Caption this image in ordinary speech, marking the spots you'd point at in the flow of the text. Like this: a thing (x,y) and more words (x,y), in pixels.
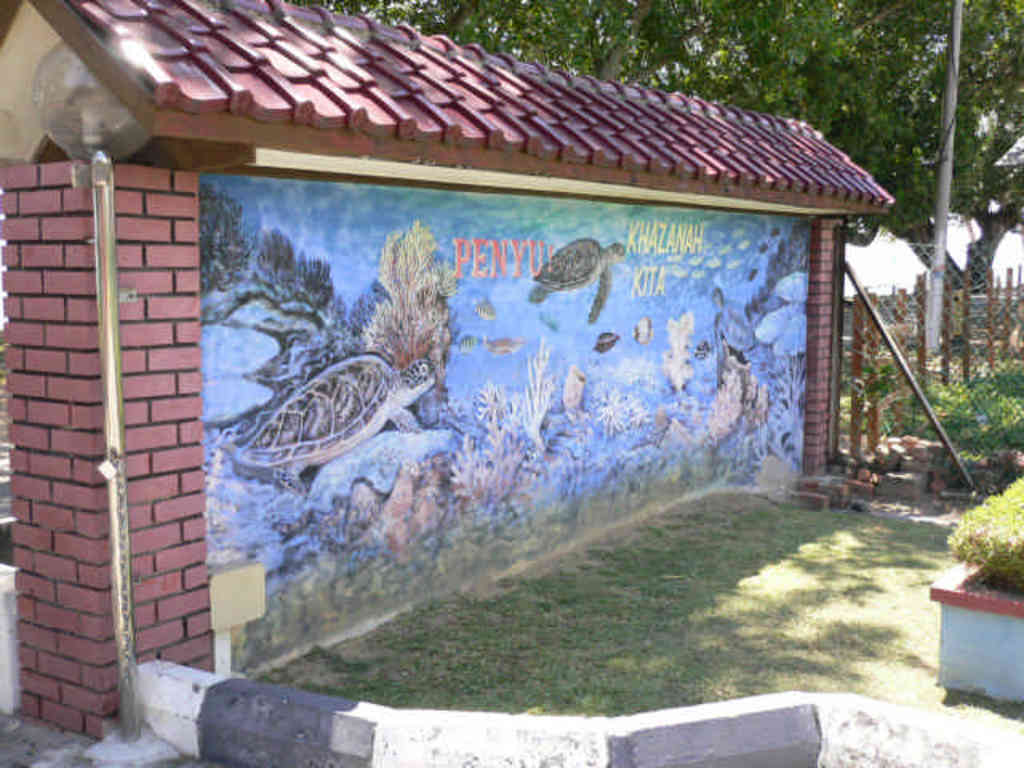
This image is taken outdoors. In the background (604,67) there are two trees (747,64) with leaves (865,96), stems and branches (856,39). In the middle of the image (347,386) there is a brick wall (68,408) with a few paintings (507,384) on it and there is a text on the wall (460,285) and is a roof (458,128). At the bottom of the image (248,738) there is a curb (553,760) and There is a ground (570,636) with grass (713,617) on it. On the right side of the image (911,361) there is a wooden fence (921,355). There is a mesh (981,341) and there are a few plants (973,441).
